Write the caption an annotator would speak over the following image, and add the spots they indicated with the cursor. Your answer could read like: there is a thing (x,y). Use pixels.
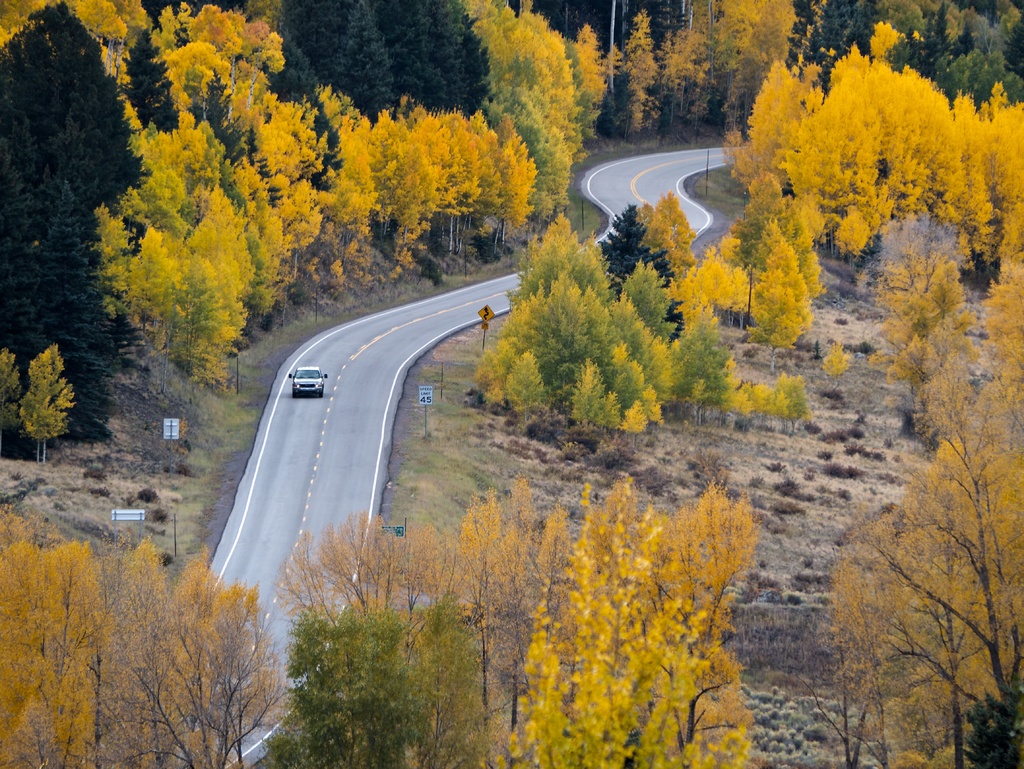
In this image there is a road (398,364) in the middle (421,343) on which there is a car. There are few boards (428,388) on either side of the road (314,453). There are trees (496,50) with yellow color leaves (496,50) on either side of the road (326,441).
